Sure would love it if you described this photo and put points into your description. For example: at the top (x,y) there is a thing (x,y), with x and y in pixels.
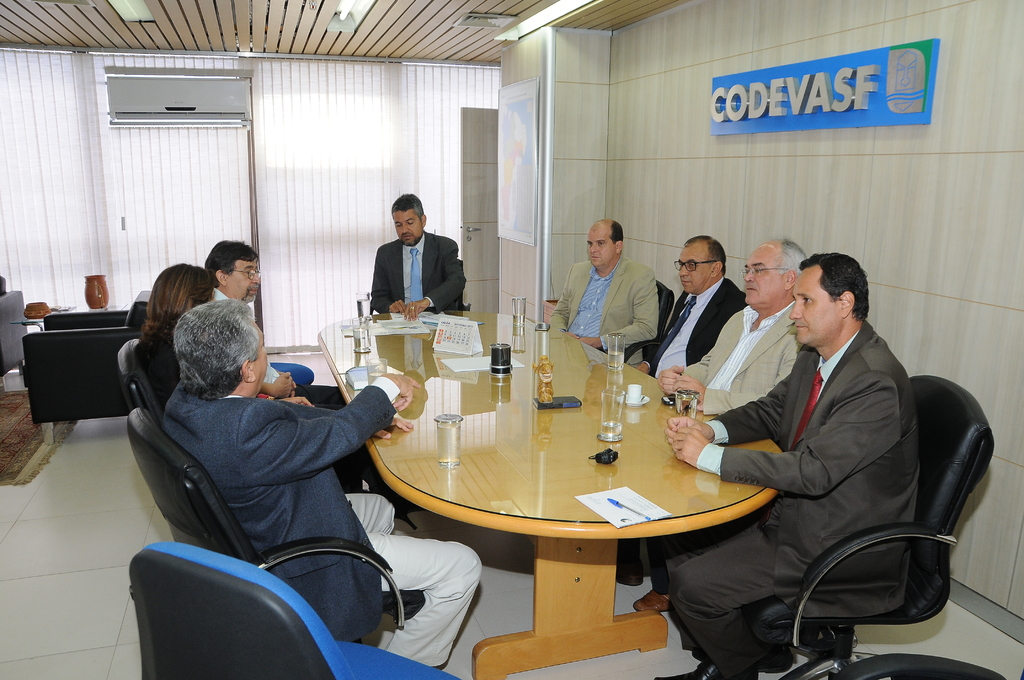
These persons (223,333) are sitting on a chair (881,544). In-front of this person (591,343) there is a table (589,514), on a table (678,475) there are glasses (621,356) and papers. A board (804,99) on wall (703,106). Air conditioner (173,93) is on wall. Far there are couches (63,329) in black color. On this table (43,325) there is a vase (95,302).
